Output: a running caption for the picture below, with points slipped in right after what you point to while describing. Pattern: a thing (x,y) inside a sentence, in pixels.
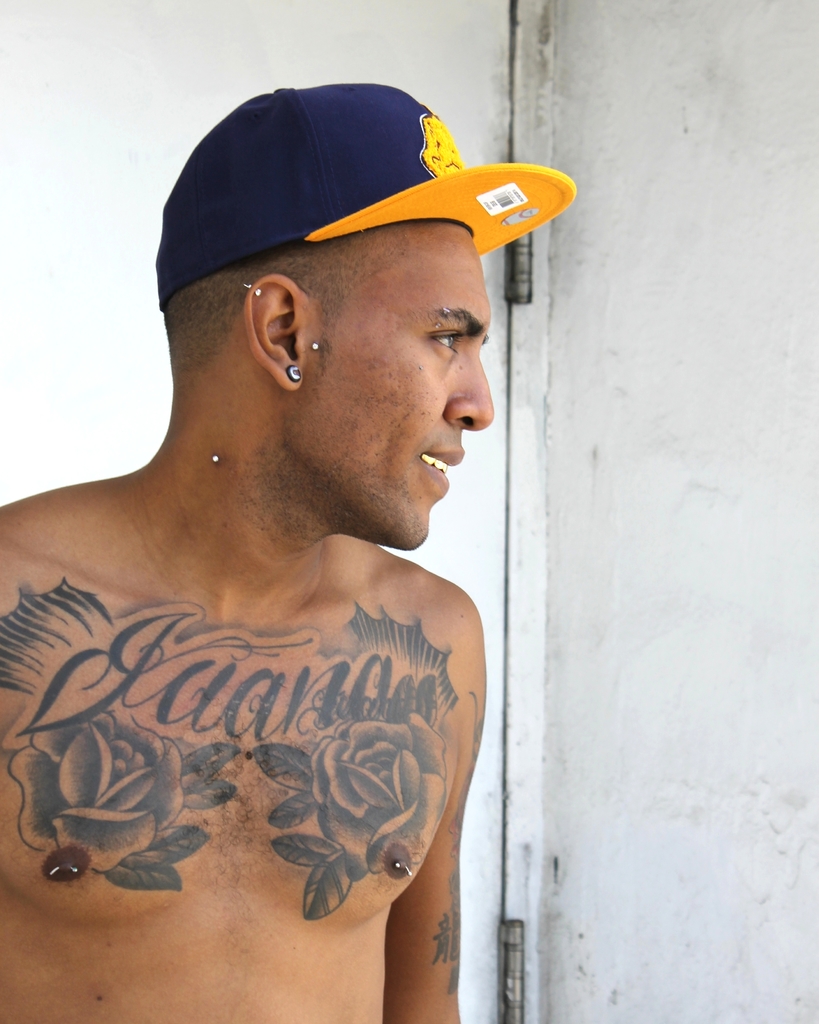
In this image, we can see a person (251,675) is wearing a cap (365,197). On the cap (463,211), we can see sticker (496,211) and few images (428,159). There is a barcode (506,200) on the sticker (504,202). Here we can see tattoos (436,805) on his body (313,826). Background (694,407) we can see door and wall (695,531).
